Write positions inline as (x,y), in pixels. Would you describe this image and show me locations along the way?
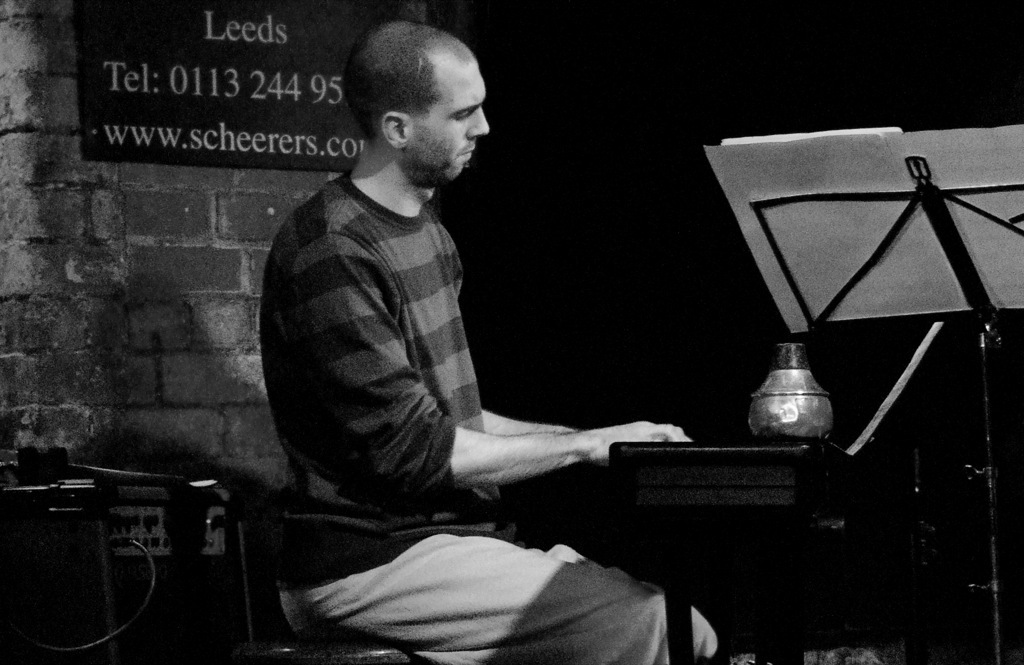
In the center of the image (426,377) we can see a man (431,216) sitting and playing a piano (710,447). On the right (996,338) there is a book (919,250) placed on the stand (970,283). On the left (90,526) there is a table (107,519). In the background (171,366) we can see a wall (217,261) and there is a board (185,149) placed on the wall (268,234).
